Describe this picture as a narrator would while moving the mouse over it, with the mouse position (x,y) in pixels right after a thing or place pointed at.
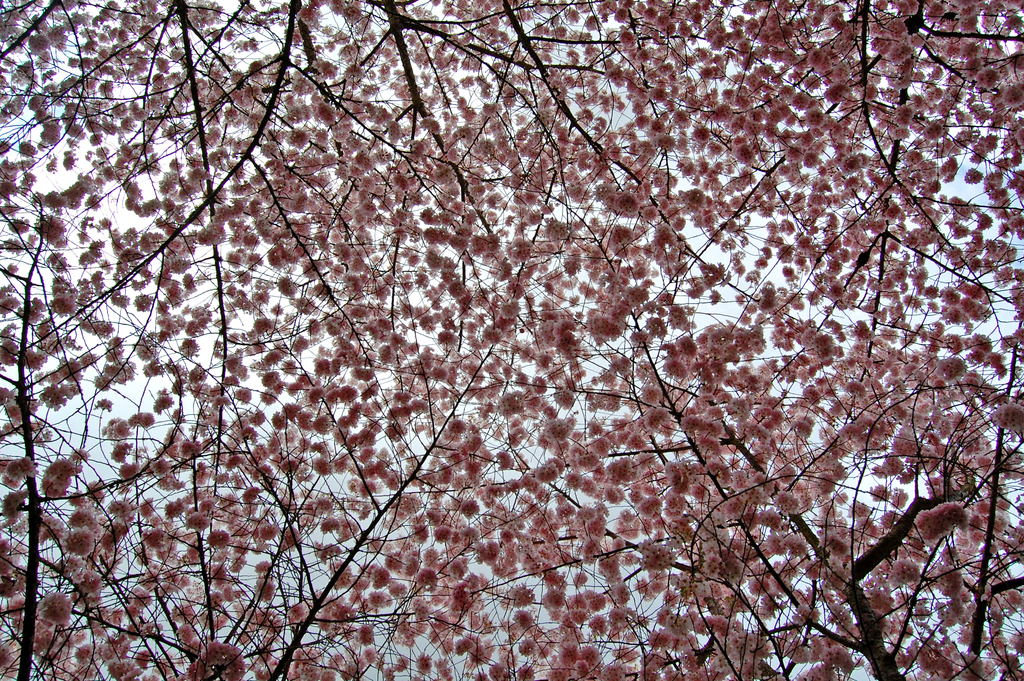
In this image we can see branches (624,165) with flowers (734,450). In the background (105,421) there is sky (385,497).
